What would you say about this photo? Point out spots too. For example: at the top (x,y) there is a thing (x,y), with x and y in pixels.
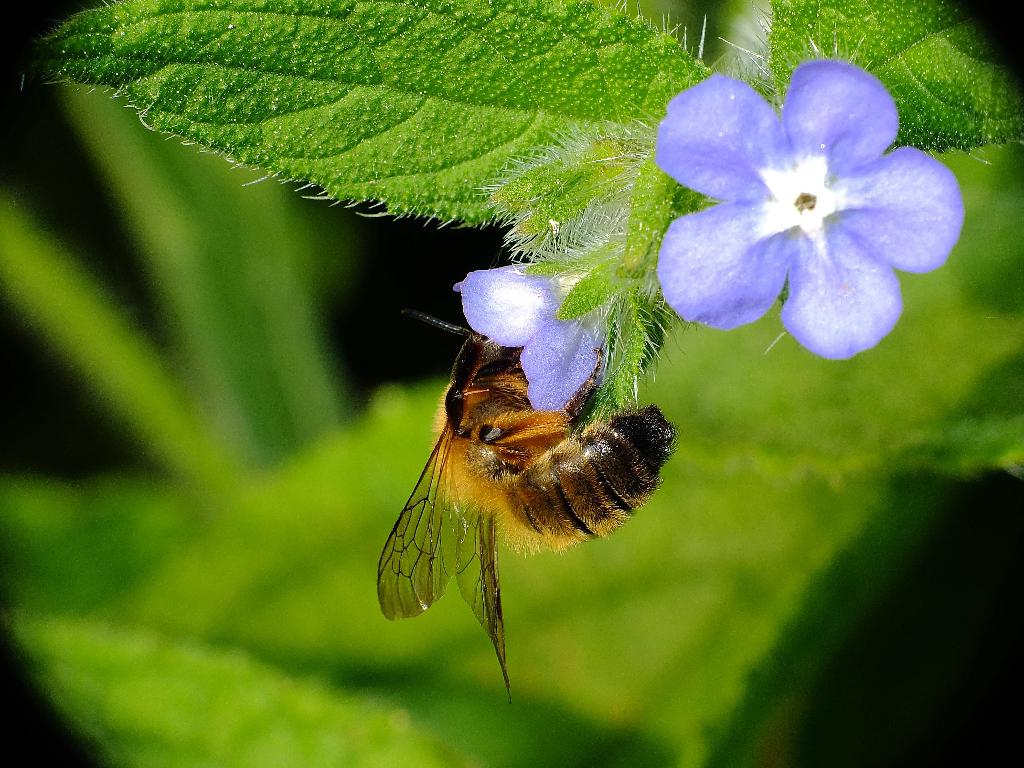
In this image we can see leaves (749,608) and two flowers (520,298) and there is an insect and in the background (869,531), the image is blurred.
